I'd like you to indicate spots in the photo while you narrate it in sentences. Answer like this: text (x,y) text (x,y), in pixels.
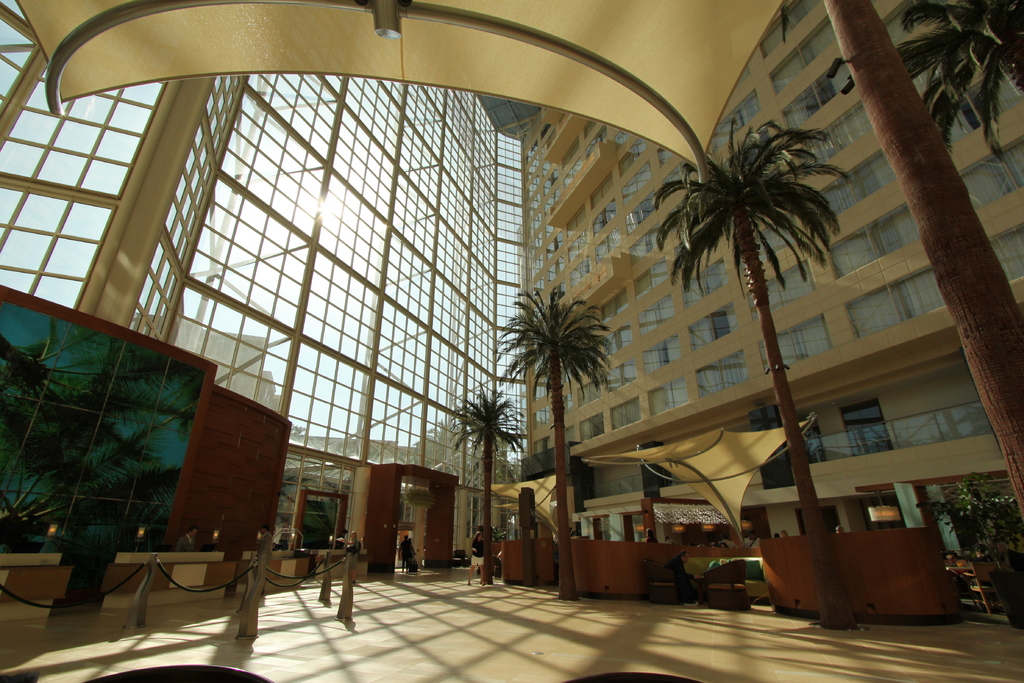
In this picture I can see the path (376,590) in front (597,651), on which I can see people (351,561) and on the right side of this picture (685,407) I can see a building (787,348), few trees (857,7) and a plant (958,518). In the background (324,146) I can see the glasses (216,202) through which I can see the sky (284,187) and the sun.
